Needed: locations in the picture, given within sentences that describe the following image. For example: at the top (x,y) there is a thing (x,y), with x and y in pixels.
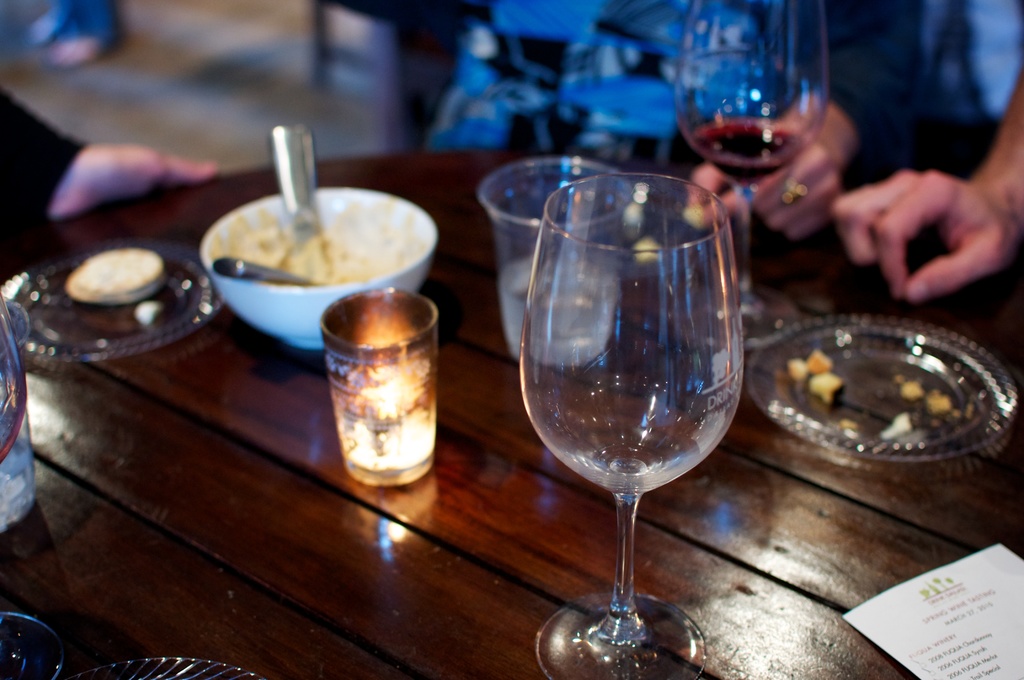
On this table (376,540) we can able to see plates (118,340), bowl (397,270), glasses (495,243), candle (408,379) and paper (929,612). Beside this table (662,499) persons (922,284) are sitting on chair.
